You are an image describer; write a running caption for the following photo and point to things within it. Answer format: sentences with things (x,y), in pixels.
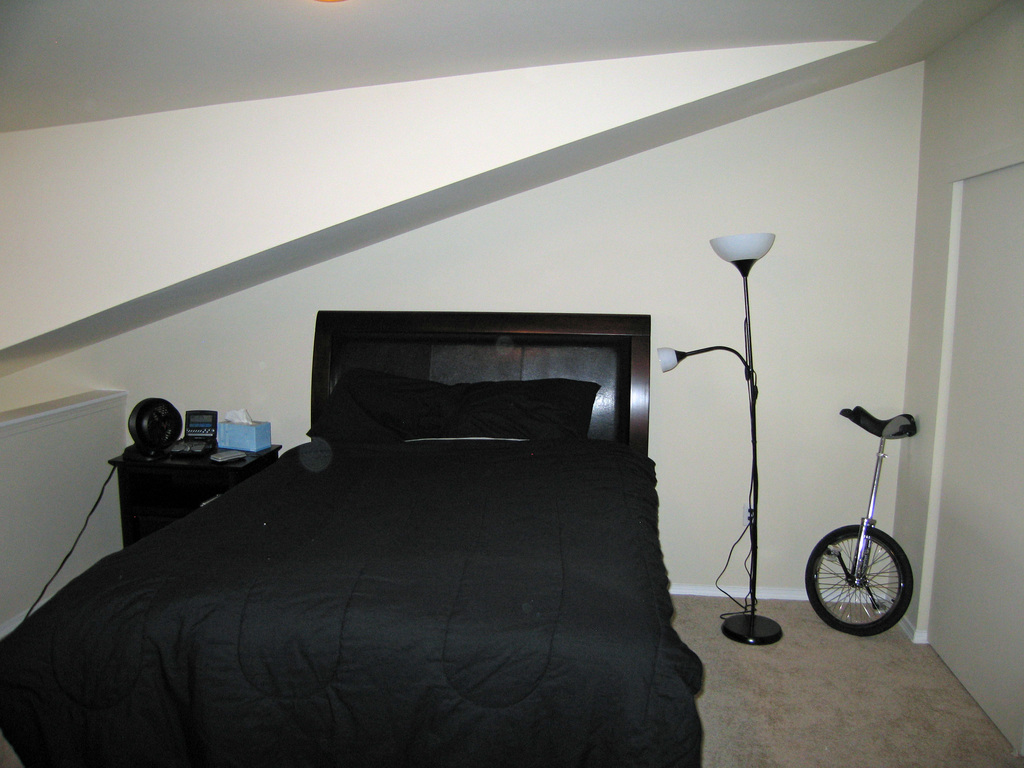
In this image I see a bed (638,328) and a lamp (755,484) and the wall (787,175).
